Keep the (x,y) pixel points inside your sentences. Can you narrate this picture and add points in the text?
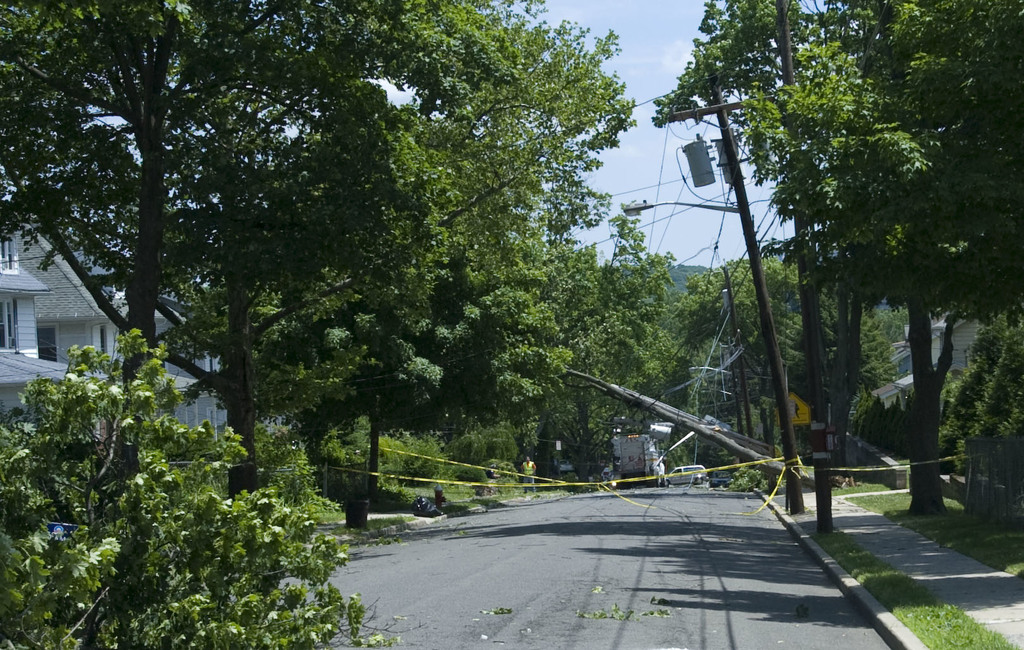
In this image I can see trees (274,185), light poles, fence (356,478), grass (870,580), vehicles (713,485) on the road (508,514), wires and buildings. In the background (723,251) I can see the sky (735,101). This image is taken may be during a day.
